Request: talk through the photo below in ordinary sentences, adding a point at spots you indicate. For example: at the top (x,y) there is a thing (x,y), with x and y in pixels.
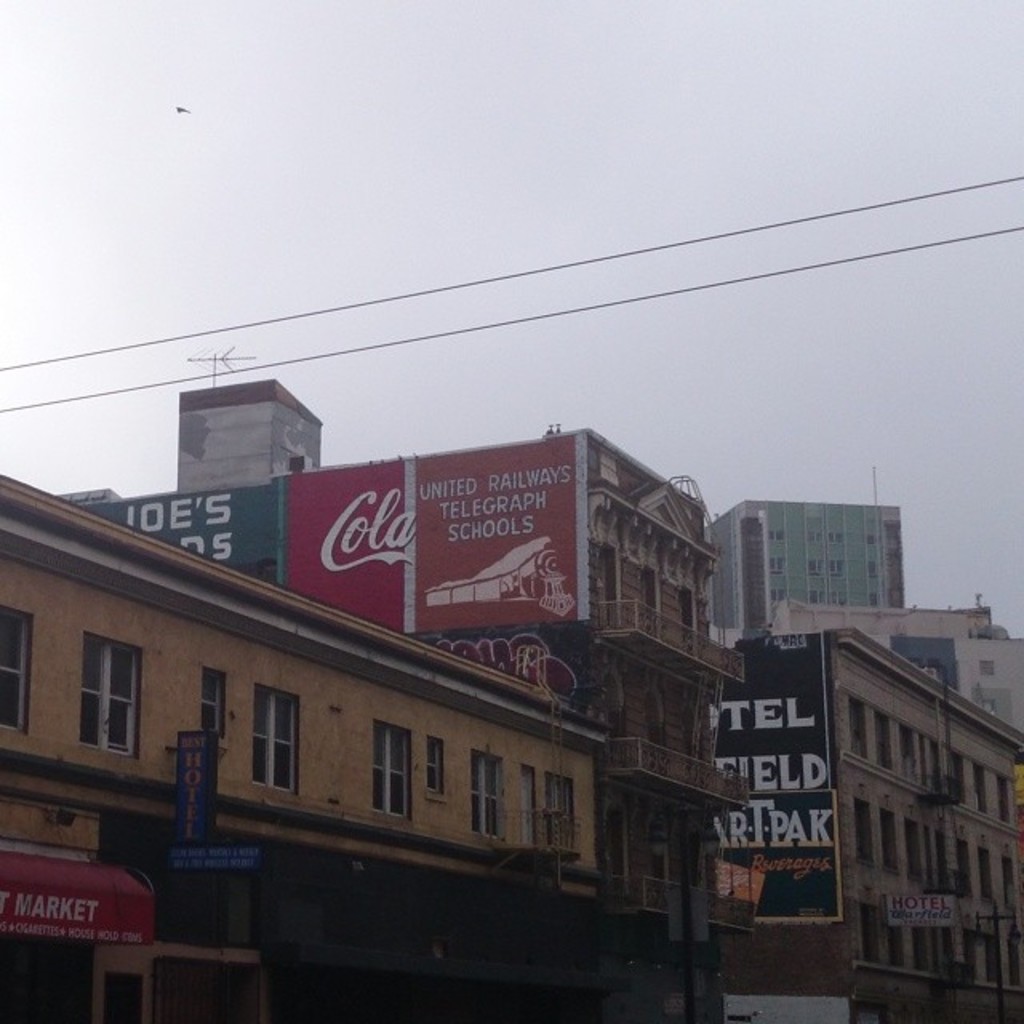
In this picture, we see the buildings (561,855). On the left side (19,860), we see a board (84,931) in red color with some text (103,925) written on it. Beside that, we see a board (176,860) in blue color with text (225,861) written as "HOTEL". In the middle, we see a banner (758,641) or a board (834,801) in black color with some text (814,818) written on it. On top of the buildings (61,550), we see the hoarding boards (287,545) in green, red and brown color. In the right bottom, we see an electric pole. There are buildings (928,670) in the background (944,681). At the top (769,207), we see the sky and the wires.
